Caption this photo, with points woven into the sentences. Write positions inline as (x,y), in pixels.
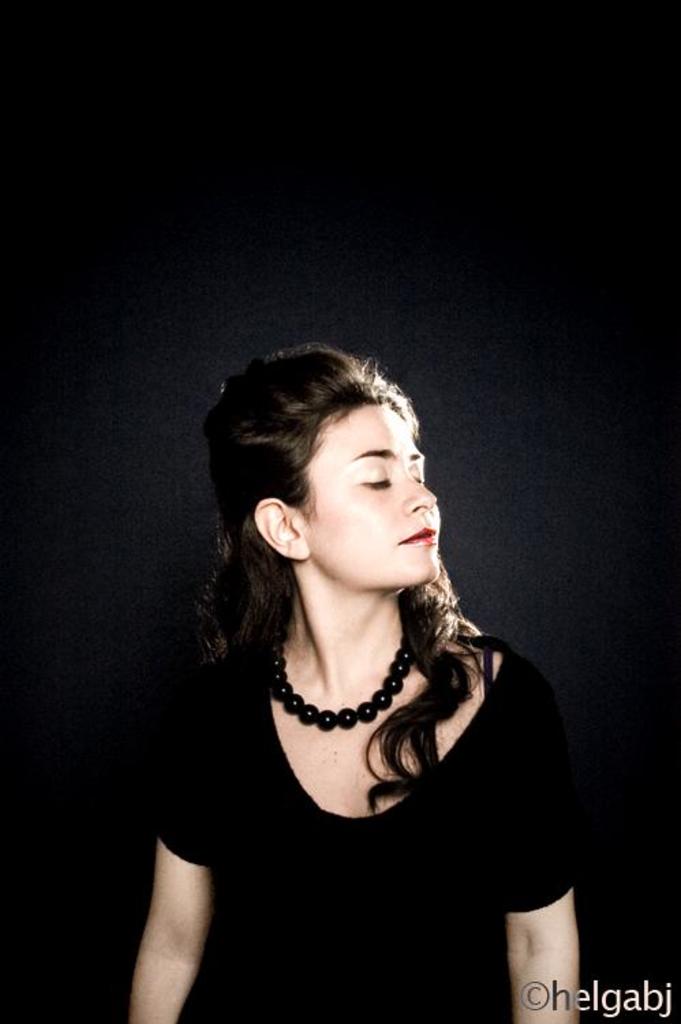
In this picture there is a woman (293,652) wore black chain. In the background of the image (515,354) it is dark. In the bottom right side of the image (604,1000) we can see text (604,1000).
